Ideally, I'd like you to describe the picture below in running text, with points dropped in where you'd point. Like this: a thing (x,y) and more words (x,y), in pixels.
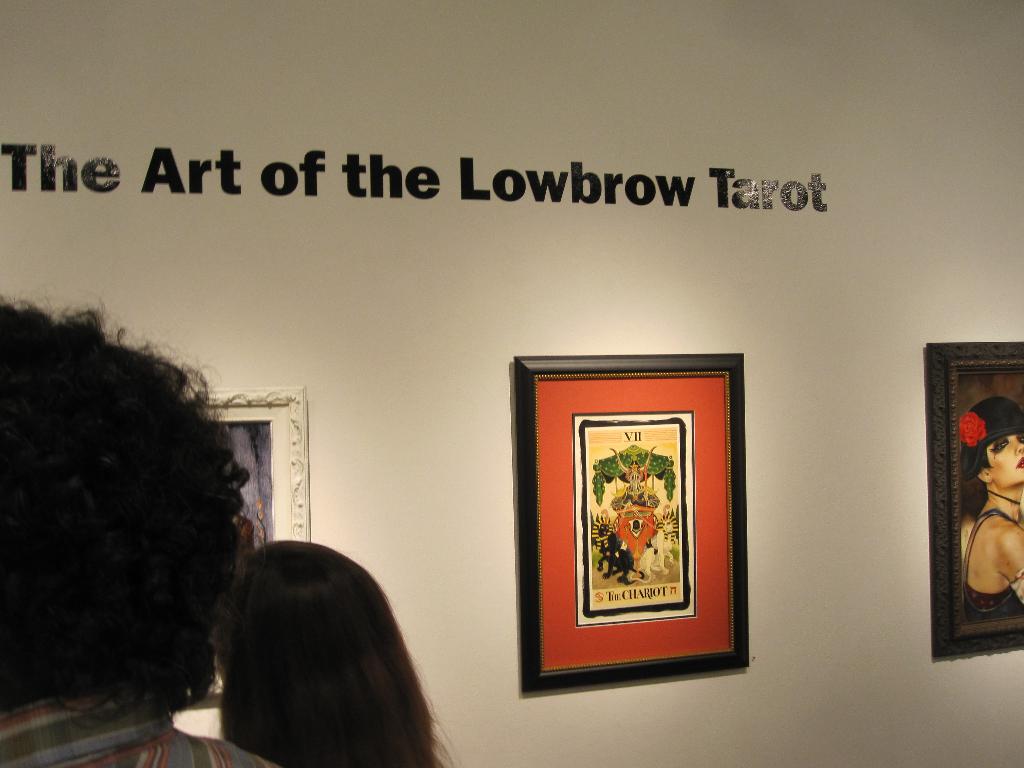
In this image, we can see frames (965,524) on the wall (476,550). Left side (329,704) bottom, we can see few people (191,748). Top of the image (750,187), we can see something written on the wall (439,179) with black letters (313,188).
